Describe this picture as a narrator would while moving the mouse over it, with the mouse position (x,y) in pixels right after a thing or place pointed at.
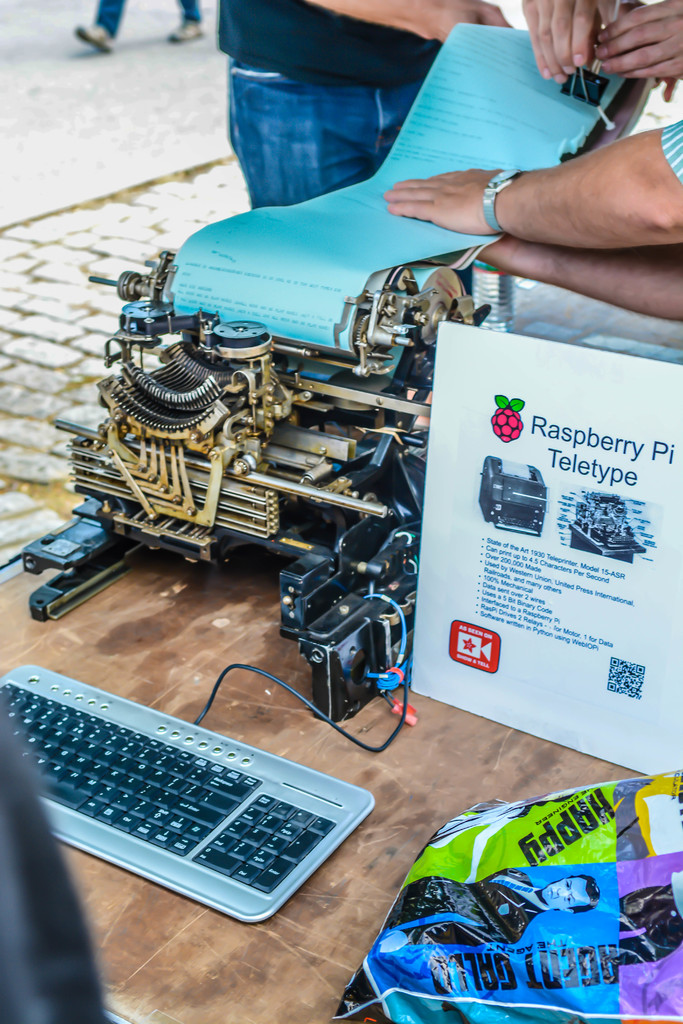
In the center of the image (253,642) we can see a table (137,677). On the table (187,969) we can see a printing machine (305,436), board (584,412), keyboard (111,838), plastic cover (551,905). At the top of the image (231,211) we can see the road (137,174) and three people (352,95) are standing and two people (654,150) are holding the paper (578,119) and the object (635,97) and also we can see a person (103,3) is walking on the road (68,44).
